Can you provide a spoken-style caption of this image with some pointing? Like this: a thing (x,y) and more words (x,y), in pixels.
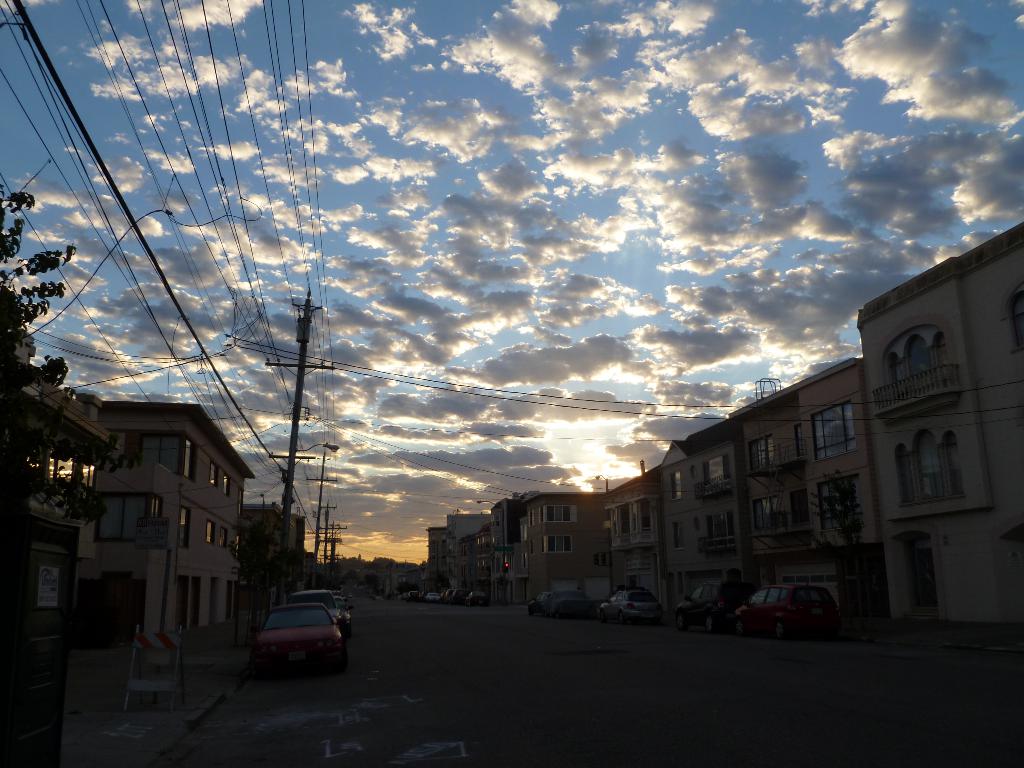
On the left side (283,564), there are poles (312,364) having electric lines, there are trees (247,559), buildings (157,608) and a footpath (115,685). On the right side (962,765), there is a road (1014,752) on which there are vehicles (298,608). In the background (953,234), there are buildings (759,443), trees (278,550) and there are clouds (594,295) in the sky (698,256).
